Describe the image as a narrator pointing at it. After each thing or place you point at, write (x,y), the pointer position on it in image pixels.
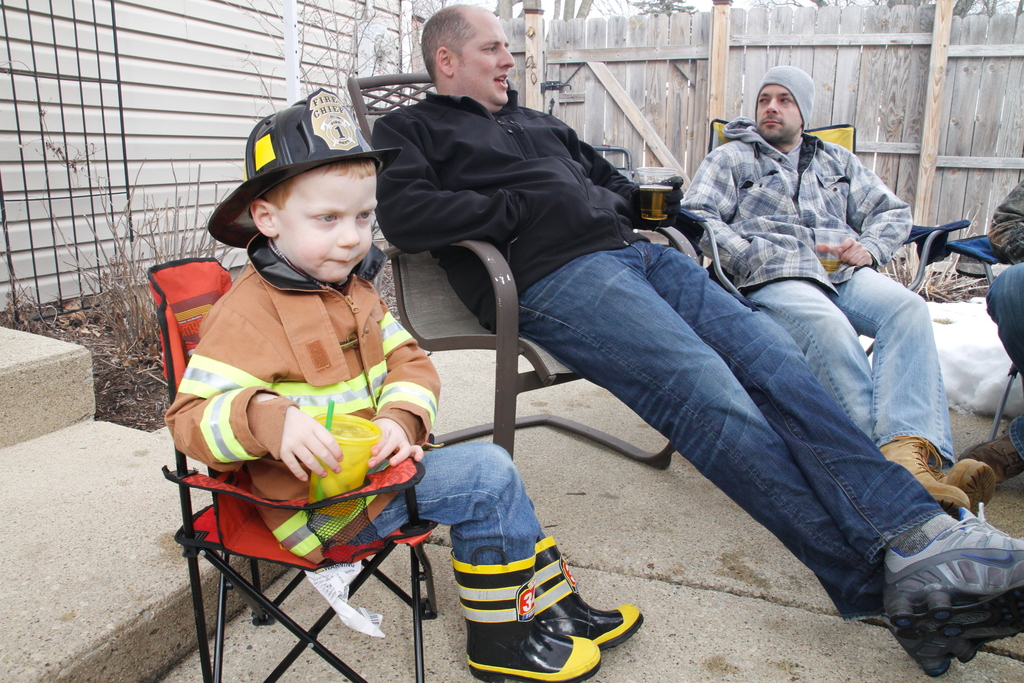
In this image I see 2 men (679,255) and a child (262,400) who are sitting on chairs (927,240) and I see a person (1016,352) over here who is also sitting on a chair (972,257) and I see that this child (347,372) is holding a cup (346,449) in his hands (327,441) and I see the path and I see the steps (59,410) over here. In the background (962,70) I see the fencing (932,94) and I see few plants (199,253) over here.
